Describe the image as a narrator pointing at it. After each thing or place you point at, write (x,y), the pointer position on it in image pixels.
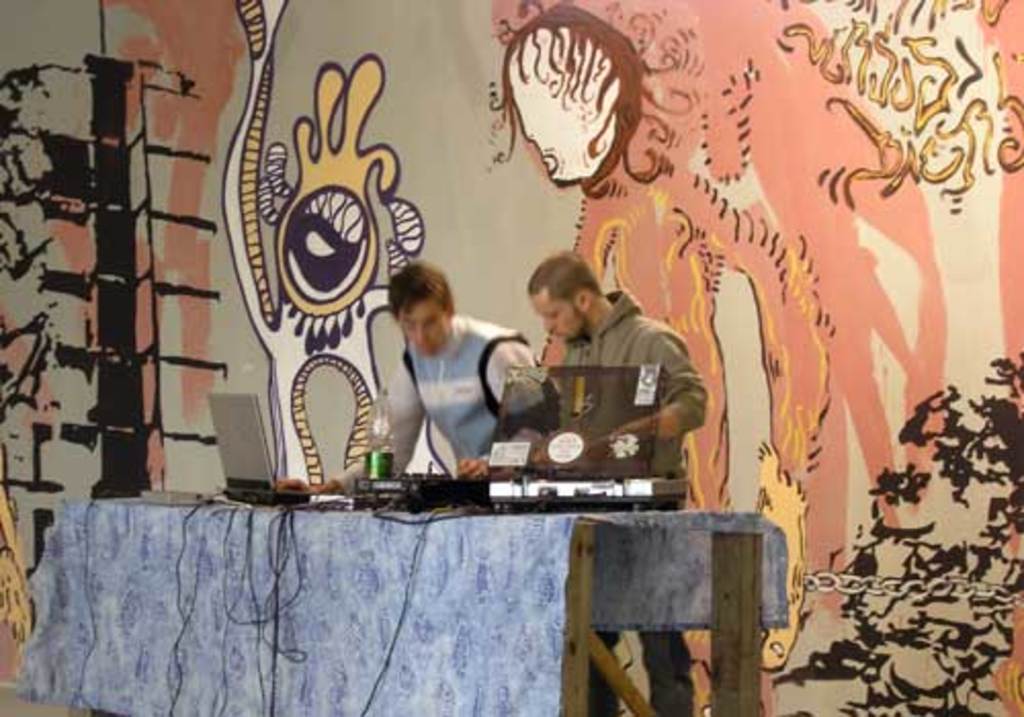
In this image, we can see two persons (586,331) wearing clothes (461,373) and standing in front of the table (480,549). This table (485,531) contains laptops (248,463) and bottle (388,437). In the background of the image (336,416), there is a wall (536,117) contains an art (870,322).
